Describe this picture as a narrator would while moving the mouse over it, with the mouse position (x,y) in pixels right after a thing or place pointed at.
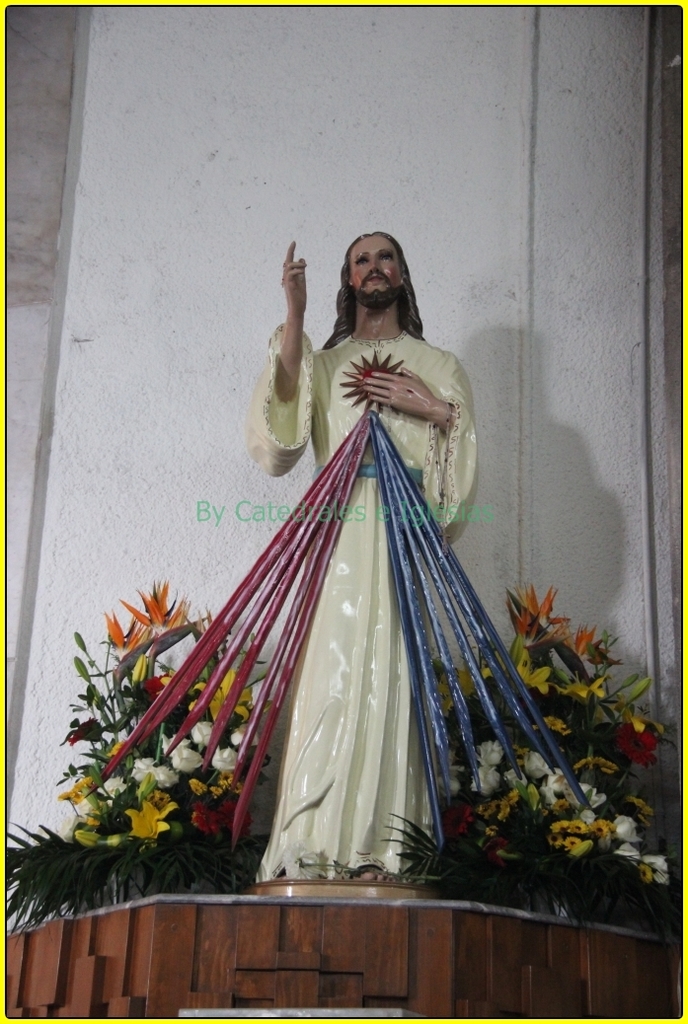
In this image in the middle (314,414), there is a statue (289,575). At the bottom (608,919) there are plants (631,767), flowers (591,787). In the background (662,802) there is a wall (350,214).
